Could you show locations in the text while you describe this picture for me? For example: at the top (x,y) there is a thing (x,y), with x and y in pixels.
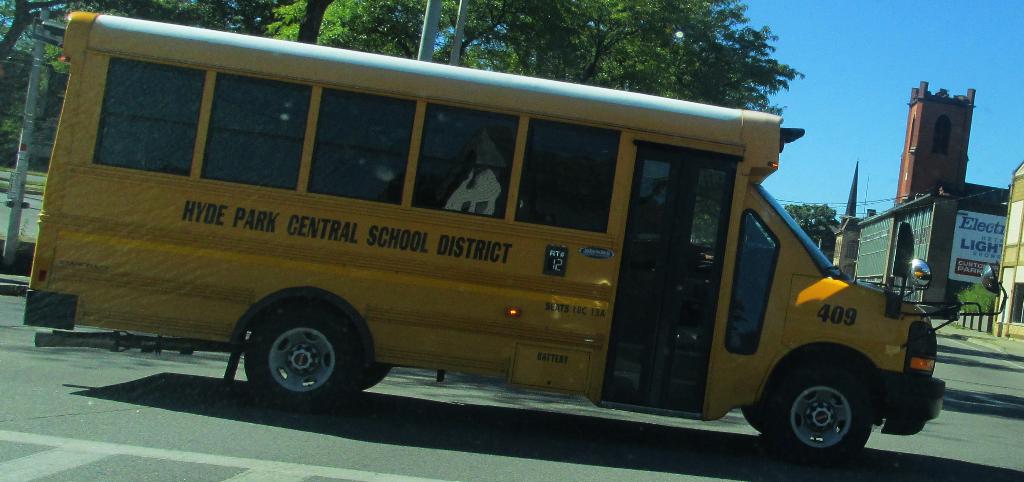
In this picture I can see the road (216,355) on which there is a bus (345,237) and on the bus (396,163) I can see something is written. In the middle of this picture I can see the trees (405,53), few poles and few buildings (989,198). On the right side of this picture (918,218) I can see a building (932,233) on which there is a board (989,225) and I see something is written on it. In the background (987,174) I can see the clear sky (836,116).
